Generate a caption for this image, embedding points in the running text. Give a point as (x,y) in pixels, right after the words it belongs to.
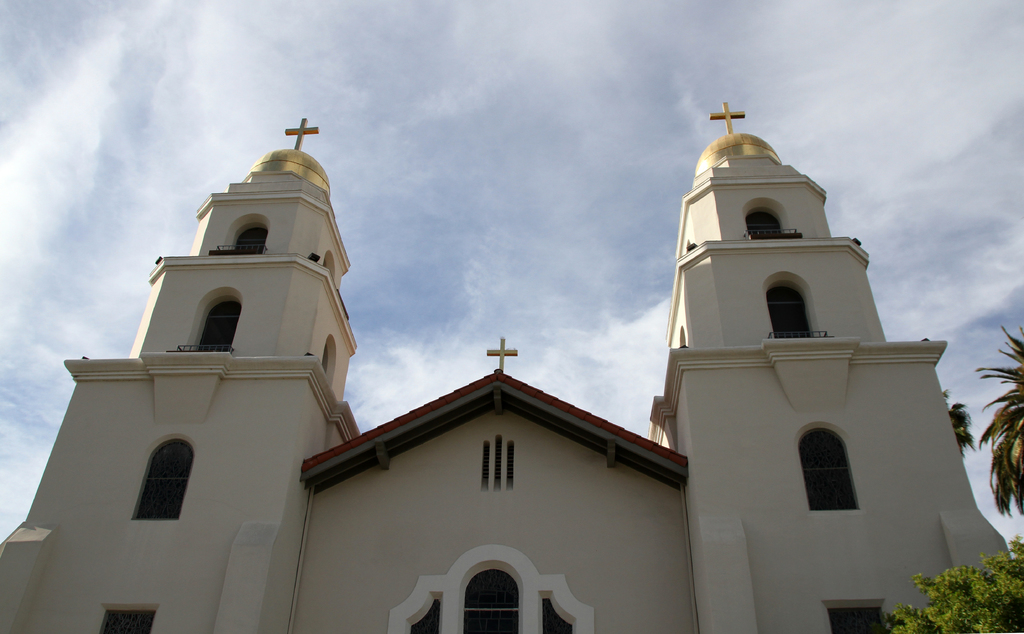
In this picture we can see building (158,415), tree (1018,630), cross symbols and windows (180,448). In the background of the image (361,300) we can see the sky (548,125).
